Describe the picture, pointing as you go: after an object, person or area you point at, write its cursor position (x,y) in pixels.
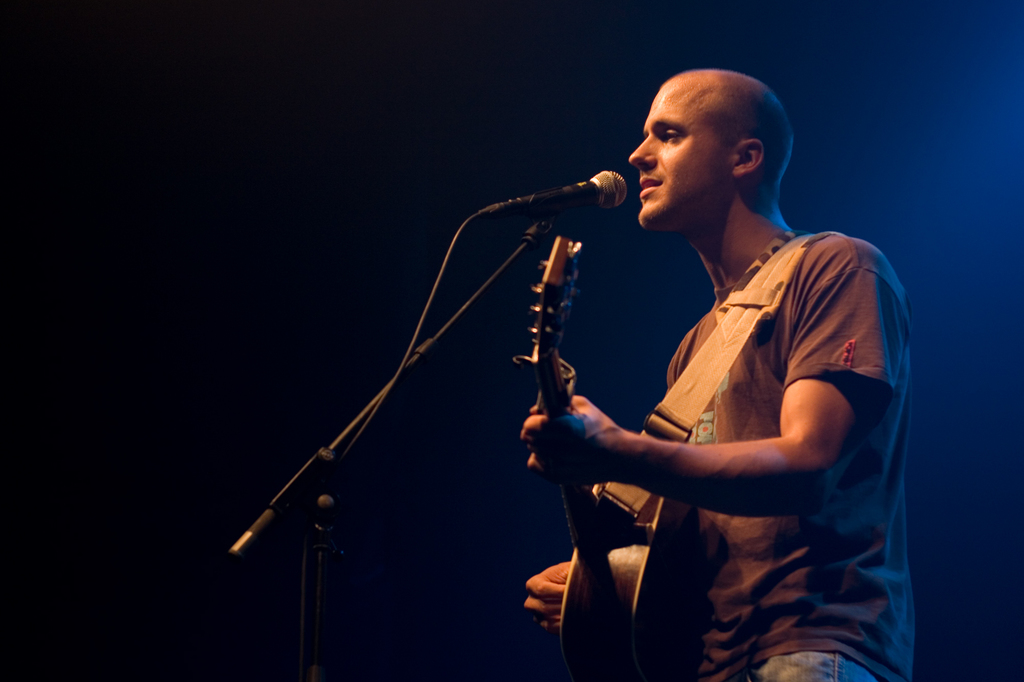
As we can see in the image there is a man (735,269) holding guitar (612,603) and singing on mic (533,207).
